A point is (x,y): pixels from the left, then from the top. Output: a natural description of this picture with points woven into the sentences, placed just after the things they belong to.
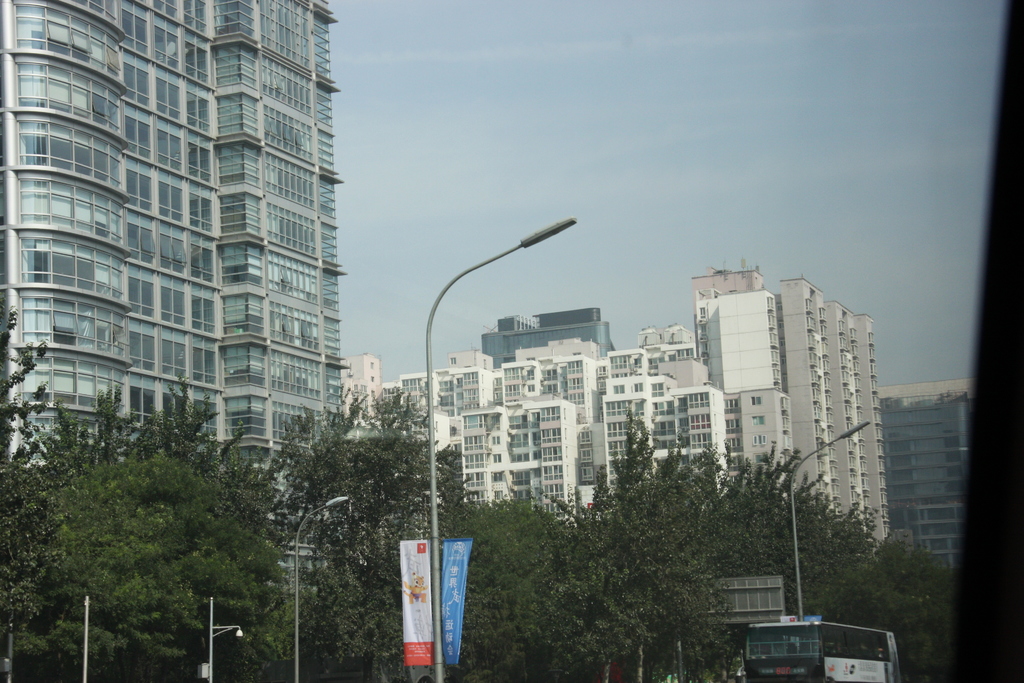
There are trees (464,523), poles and a bus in the foreground area of the image (634,543), there are buildings (568,377) and the sky (579,210) in the background (579,210).
